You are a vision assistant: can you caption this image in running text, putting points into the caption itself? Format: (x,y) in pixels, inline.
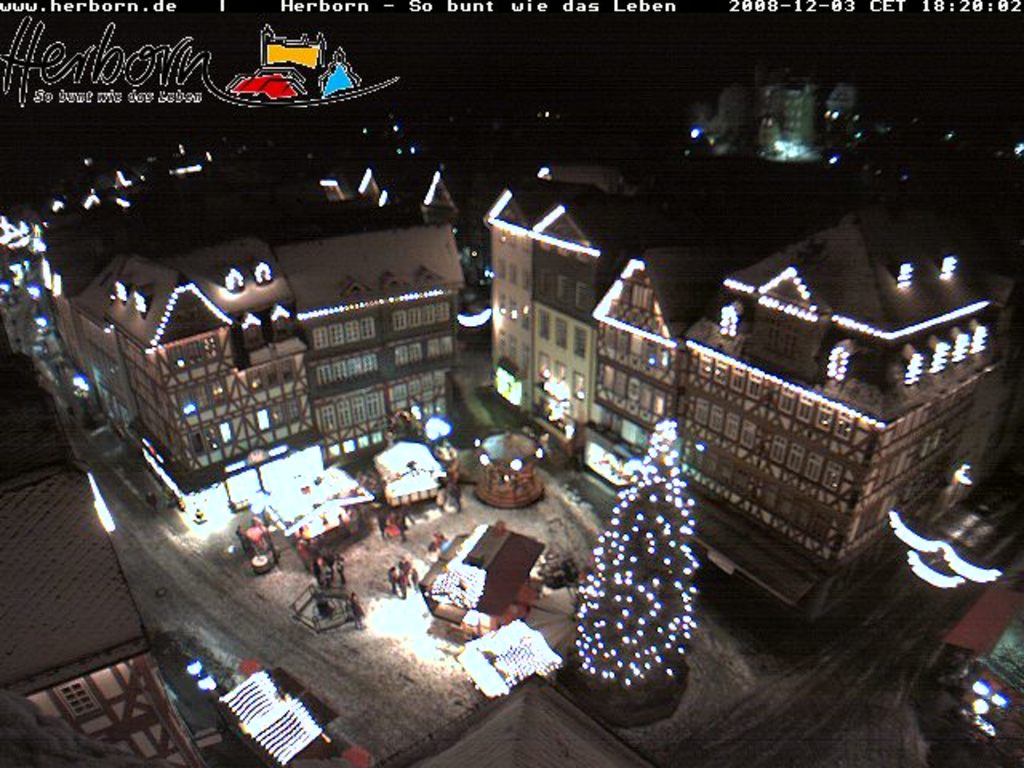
In this picture there are buildings (721,271) around the area of the image, which are decorated with lights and there is a decorated tree (664,502) in the image, it seems to be the picture is captured during night time.
